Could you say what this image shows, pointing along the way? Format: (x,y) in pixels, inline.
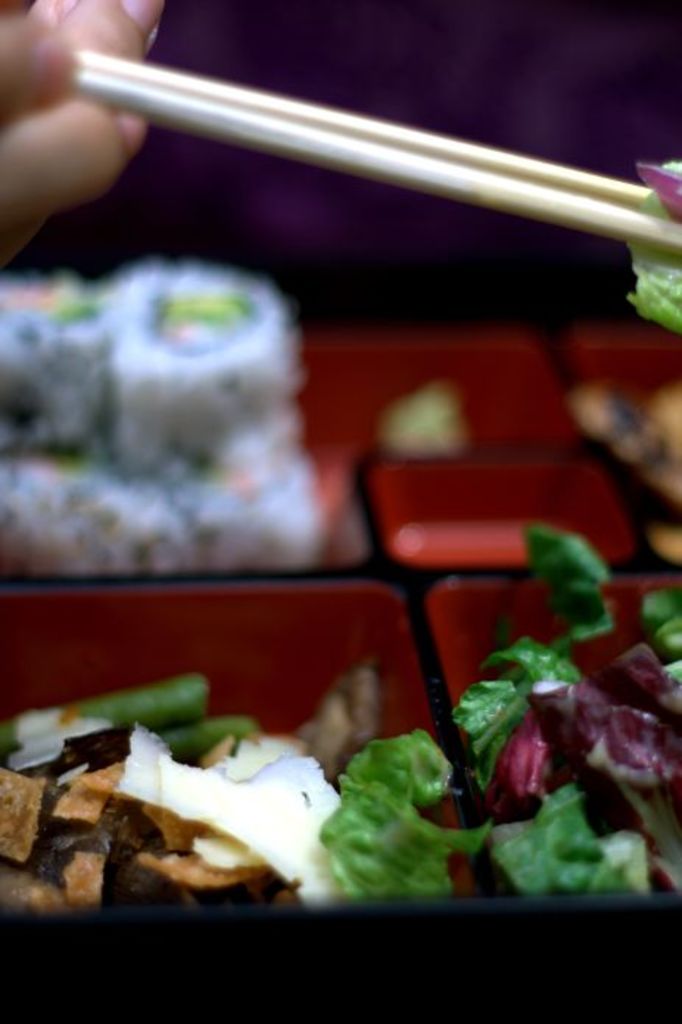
In this image there is a box (478,853) with a few food items (290,509) in it and there is a hand (76,138) of a person (37,53) holding two chopsticks (367,137) with a food item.
